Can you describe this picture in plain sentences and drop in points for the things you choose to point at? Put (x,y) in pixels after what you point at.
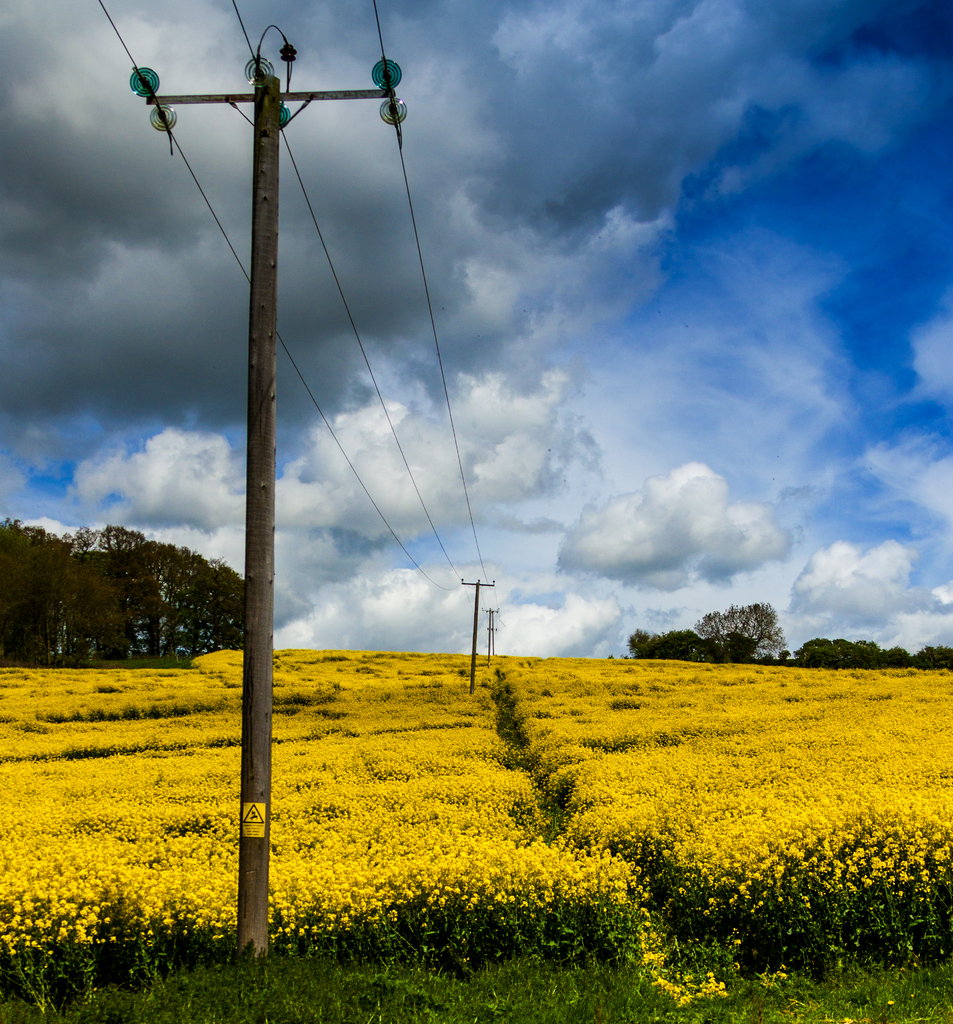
In this image, at the left side (268,776) there is an electric pole (253,67), there are some cables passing from the pole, there are some yellow color flowers (568,861), at the top (746,307) there is a blue color sky (687,321) and there are some white color clouds (529,82).
